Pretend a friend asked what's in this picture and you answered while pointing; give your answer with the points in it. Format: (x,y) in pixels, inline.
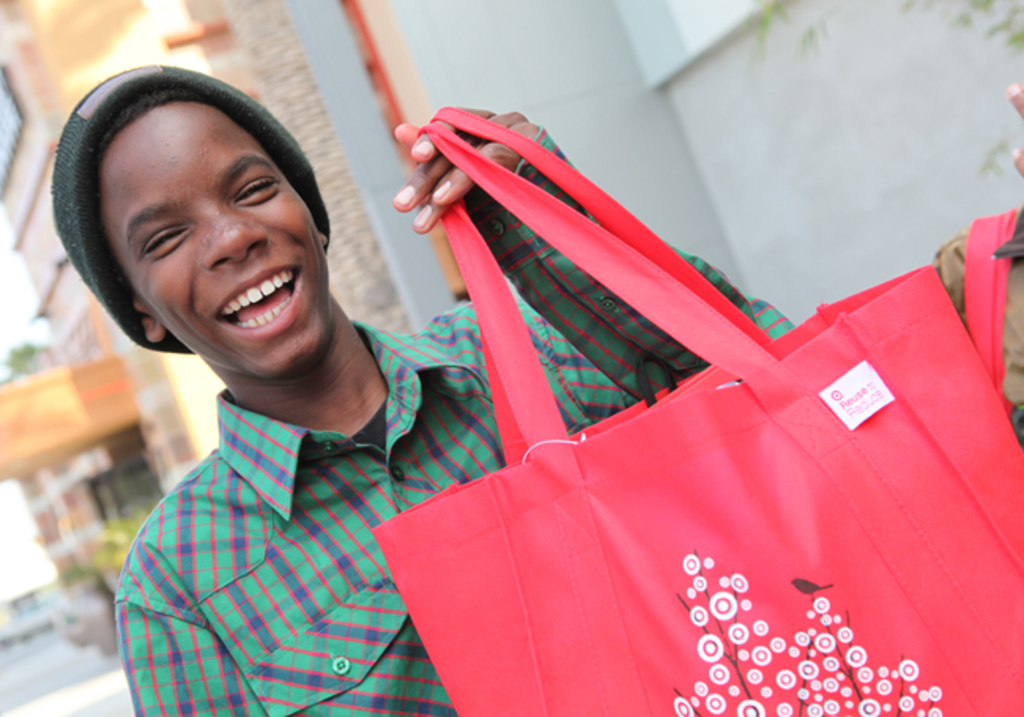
There is a man (371,549) with a green shirt (303,475) and a green cap (74,152), he is holding a red bag (715,575) and he is smiling. In the background (130,384) there is a building (103,425).
